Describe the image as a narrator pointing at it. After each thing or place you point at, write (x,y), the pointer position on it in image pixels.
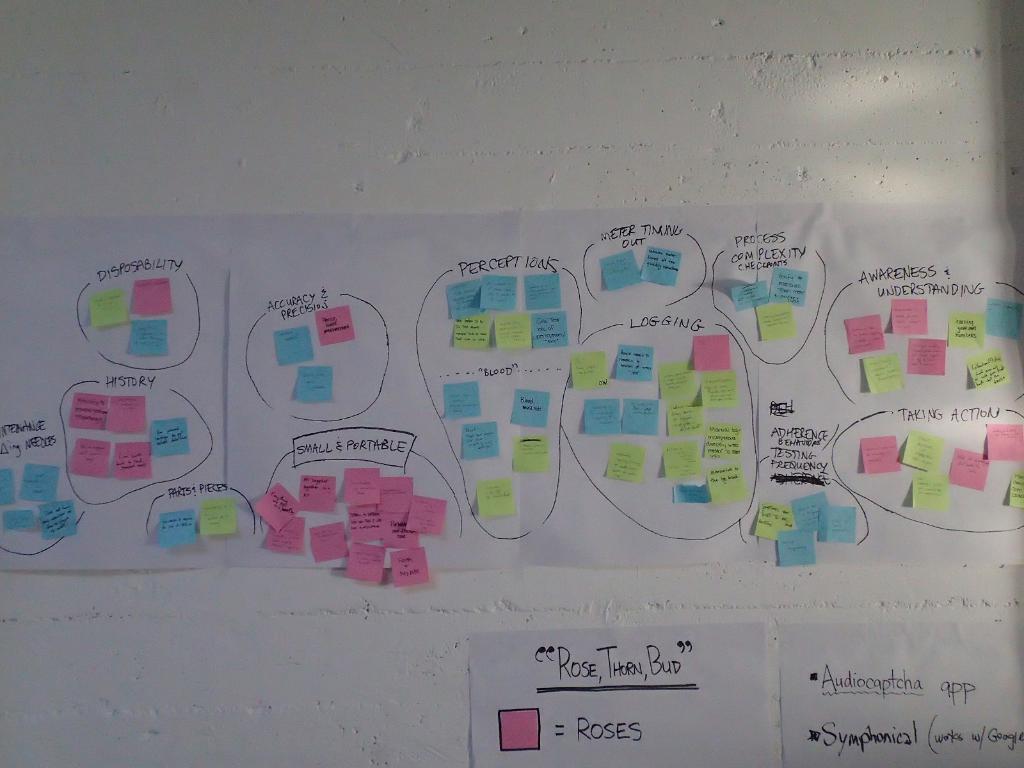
In this image, I can see the colorful sticky notes (566,333), which are attached to the chart papers (720,707). These chart papers (683,682) are attached to the wall (636,149).
